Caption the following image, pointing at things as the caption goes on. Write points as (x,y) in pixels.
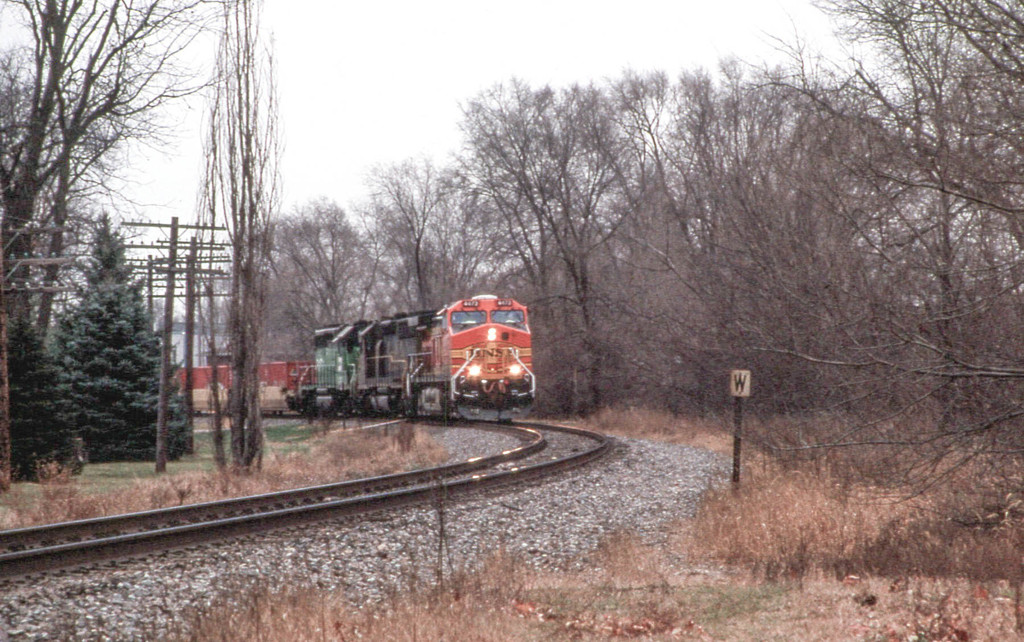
In this image we can see a train (274,399) on the railway track (434,418). In the background (471,292) we can see electric poles (184,270), trees (696,391), sign boards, stones (215,553) and ground (860,548).
